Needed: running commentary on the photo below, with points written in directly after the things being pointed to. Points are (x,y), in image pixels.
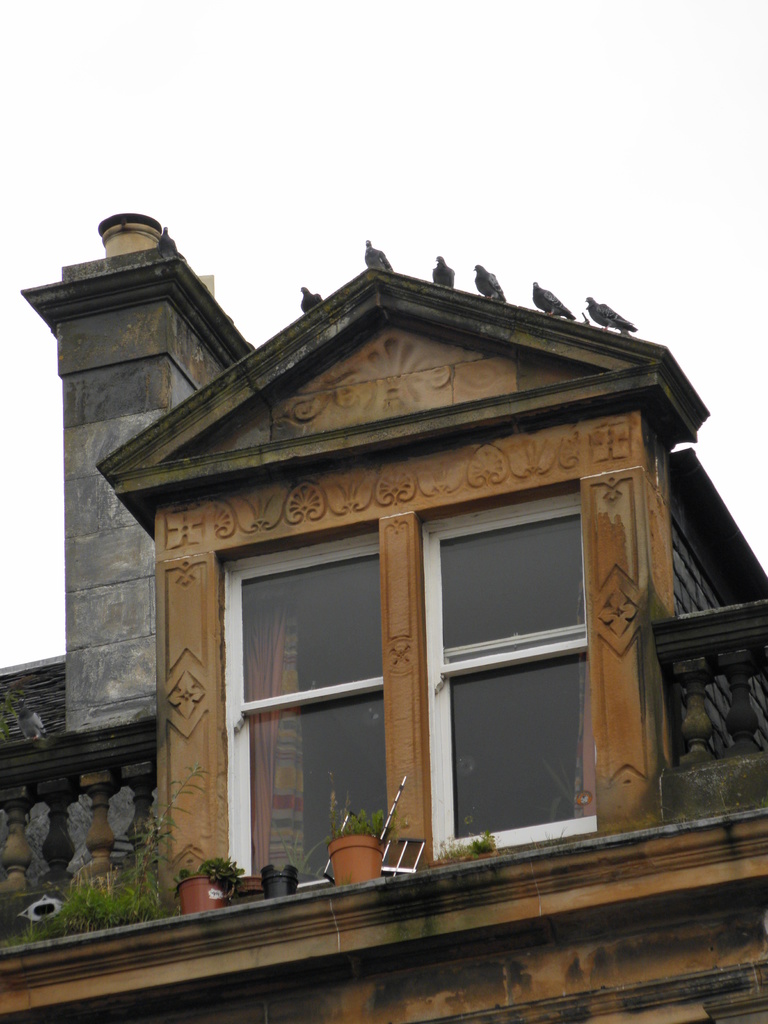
There is a building (392,766) with windows (550,712), railing (64,825). Near to the windows (310,847) there are pots (197,879) with plants (366,832). On the building (416,292) there are birds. In the background (270,91) there is sky (187,84).
